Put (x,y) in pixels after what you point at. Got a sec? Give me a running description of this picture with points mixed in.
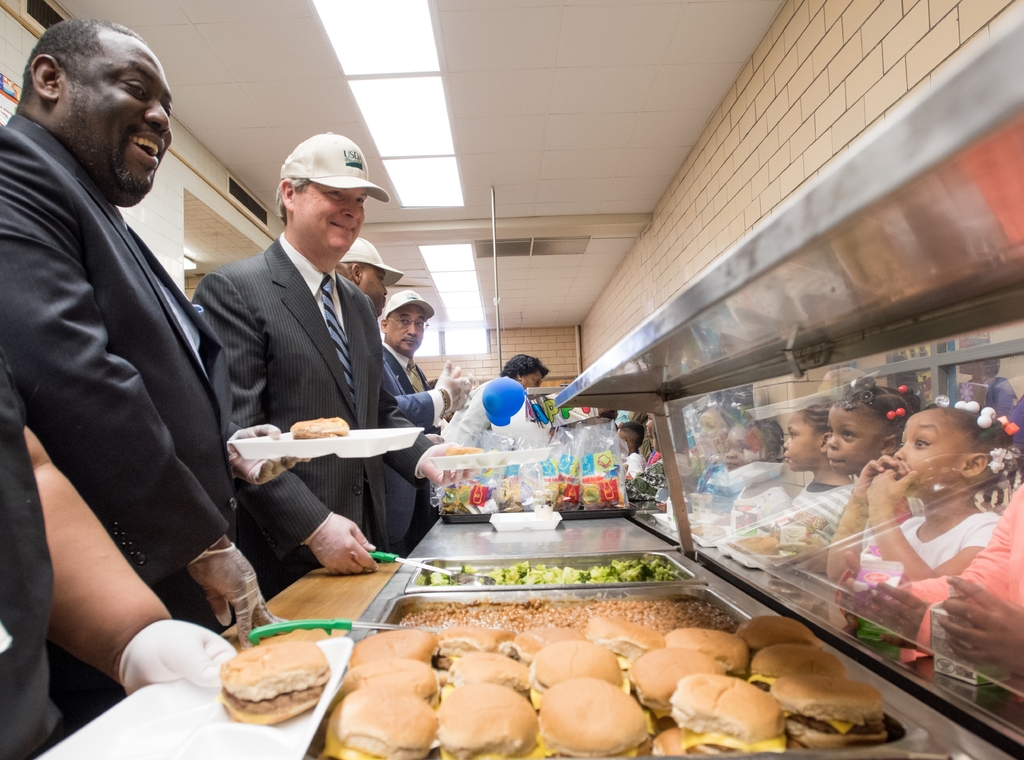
In this picture I can see group of people (928,447) standing. There are food items (452,750) in the trays (744,684). I can see three persons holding the plates (267,740), and in the background (483,400) there are covers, lights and some other objects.
